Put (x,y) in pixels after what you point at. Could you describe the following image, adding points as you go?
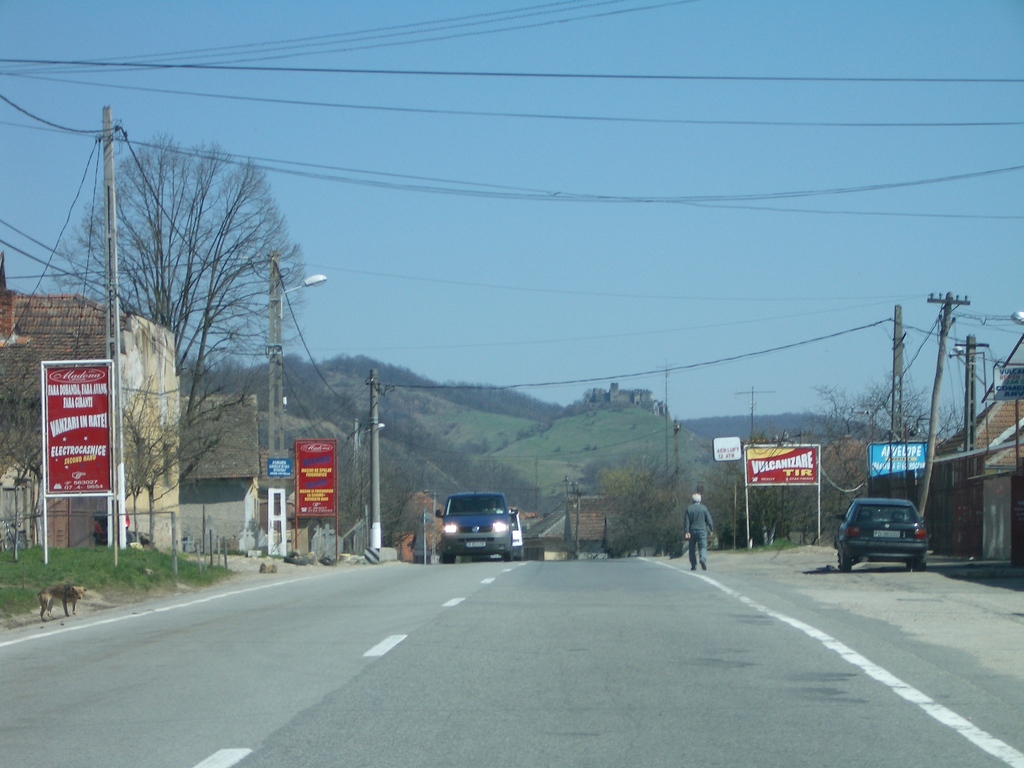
In this image I can see vehicles (493,528) and a person (695,545) is walking on the road (698,573). Here I can see poles (119,317) which has wires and street lights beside the road (530,604). Here I can see an animal (61,600) and boards (97,491). I can also see buildings (979,433) and trees (667,468). In the background (534,398) I can see mountain (530,439) and the sky (492,354).
